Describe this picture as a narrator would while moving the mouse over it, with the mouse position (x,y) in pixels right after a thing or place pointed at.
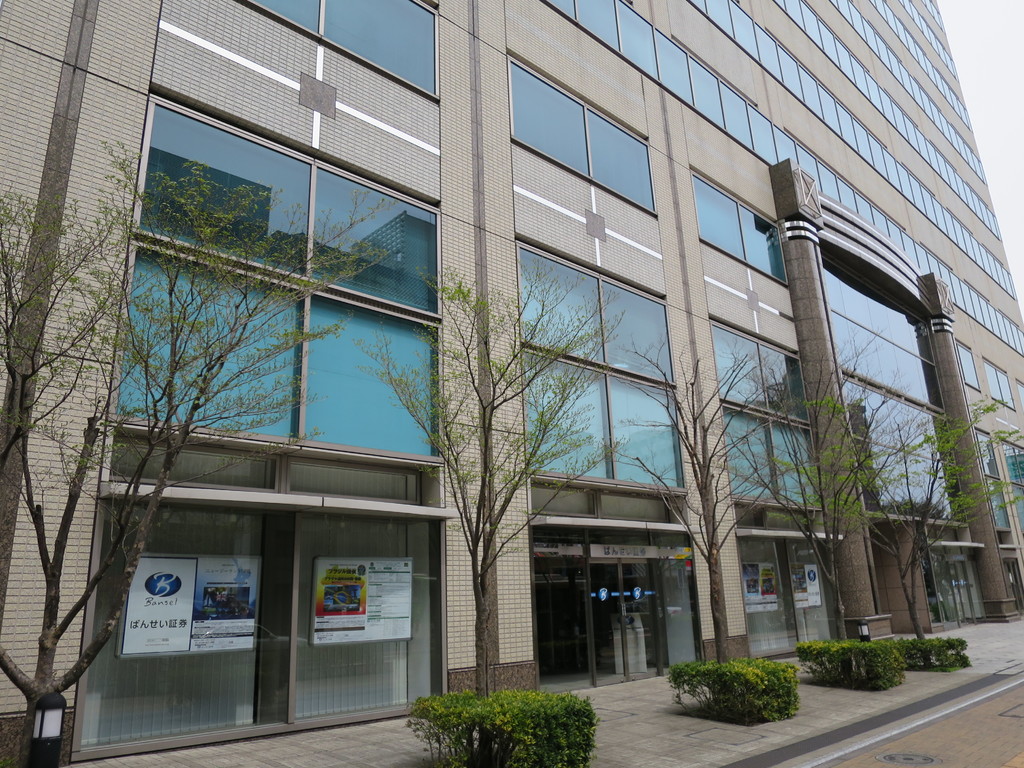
This image consists of a building (614,371) along with windows (626,58). In the front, there are plants (423,732) along with trees (98,408). And we can see a pavement (876,716) along with the road (976,766). At the top (983,51), there is sky (1001,123). And there are posters (202,634) pasted on the glass (104,669).
